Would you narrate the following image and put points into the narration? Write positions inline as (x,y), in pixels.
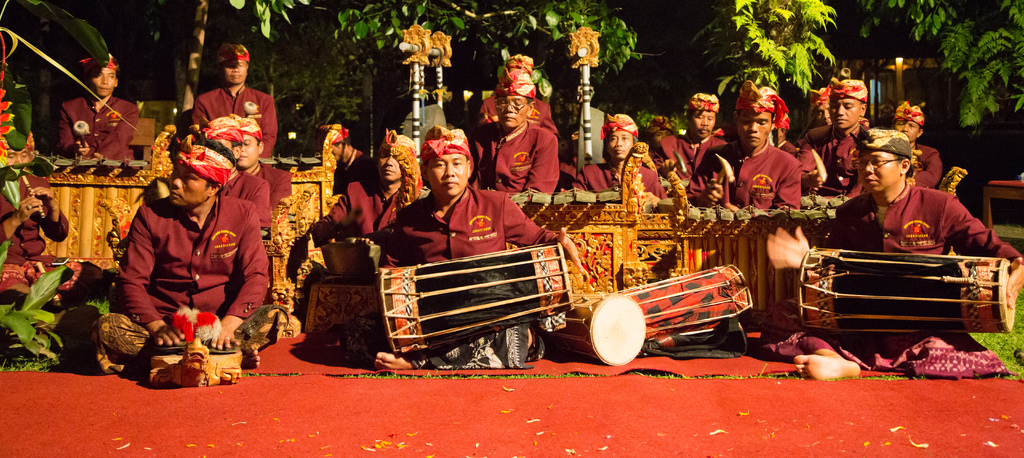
A band of musicians (398,239) in a red uniform (528,231) are playing different types of instruments (637,174).
